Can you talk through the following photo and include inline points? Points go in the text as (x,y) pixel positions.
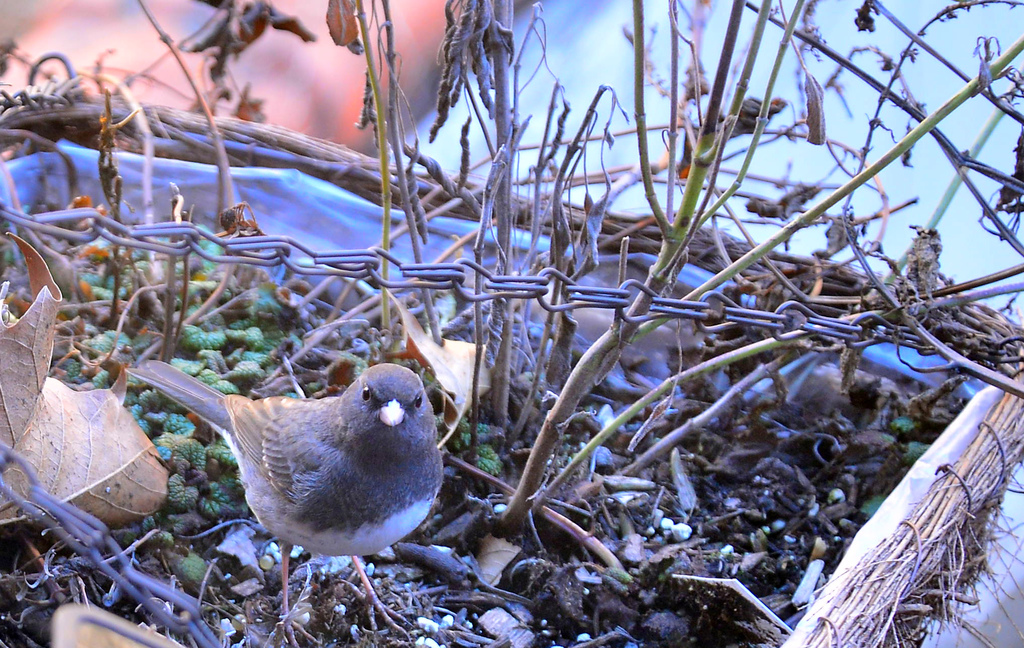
In this image I can see a bird (330,504) which is grey, white and black in color is standing in the ground (345,576). I can see few plants (143,256), the chain (421,268) and a leaf (140,450) which is brown in color. I can see the orange and white colored background (297,80).
